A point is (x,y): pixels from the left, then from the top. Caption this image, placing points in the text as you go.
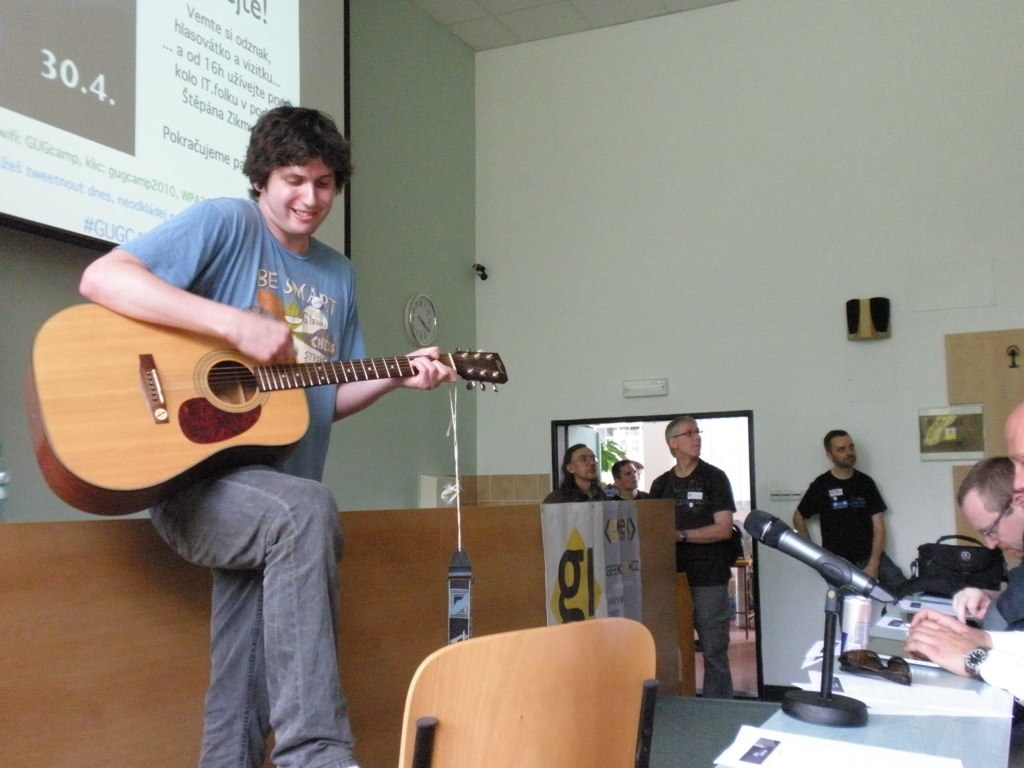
As we can see in the image there is a white color wall (559,173), screen (176,120), a man (299,733) holding guitar (238,400) in his hand (275,347), tables (860,735), chairs (508,719) and on table (904,630) there is a mike (775,538) and papers (969,705).
